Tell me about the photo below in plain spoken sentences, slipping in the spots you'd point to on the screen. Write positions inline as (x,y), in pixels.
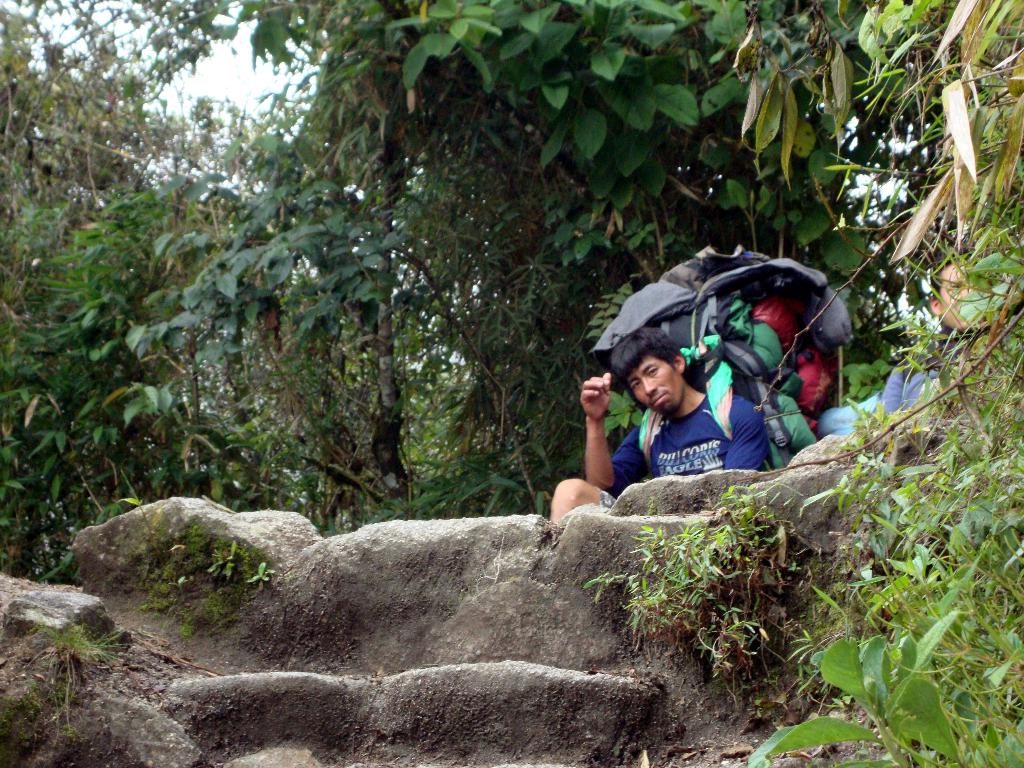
In this image there is a man (668,445), he is wearing a bag (820,304) in the background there are trees (527,182).
